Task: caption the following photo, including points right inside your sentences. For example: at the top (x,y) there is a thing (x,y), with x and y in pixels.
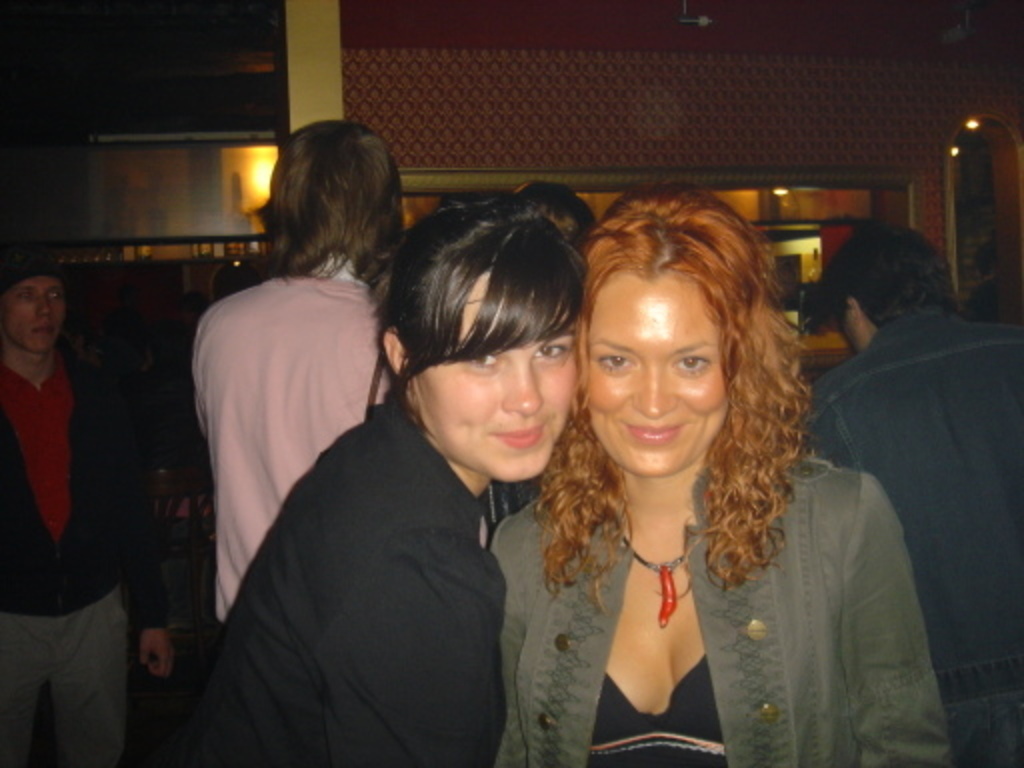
There are two women (508,552) standing and smiling. This looks like a wall (893,152). I can see few people (921,318) standing.
